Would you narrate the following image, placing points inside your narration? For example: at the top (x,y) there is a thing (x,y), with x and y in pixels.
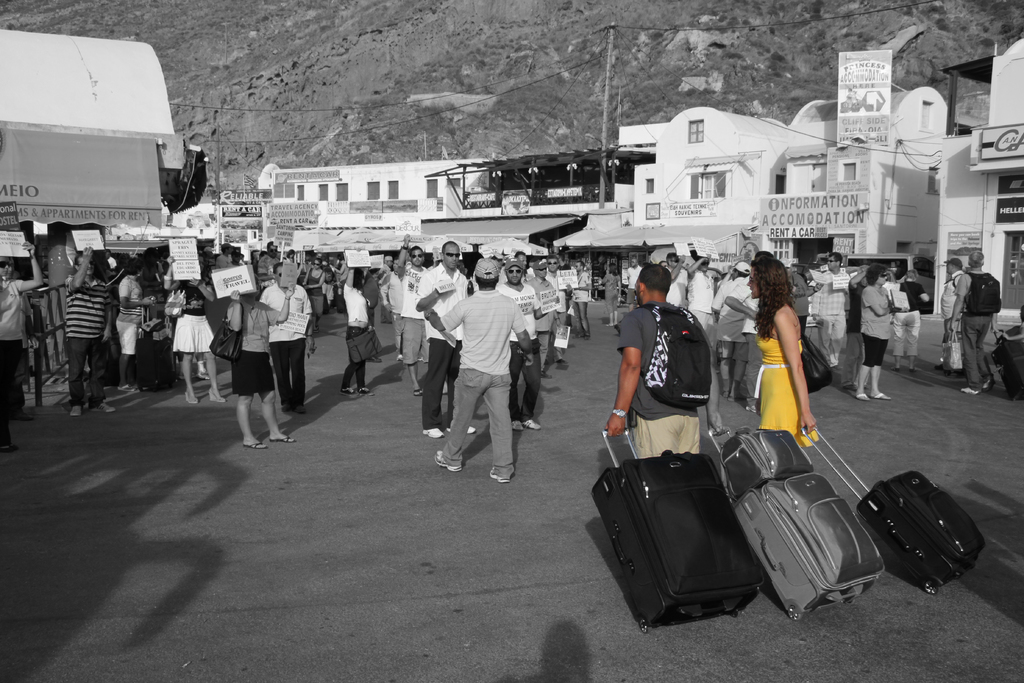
In this picture we can see a group of people (432,295) where some are walking, standing and carrying luggage (845,507) with their hands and in background (19,109) we can see buildings (571,150) with windows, shed (587,175), pole (601,182), wires (793,23), mountains (444,60), banners (853,74).
